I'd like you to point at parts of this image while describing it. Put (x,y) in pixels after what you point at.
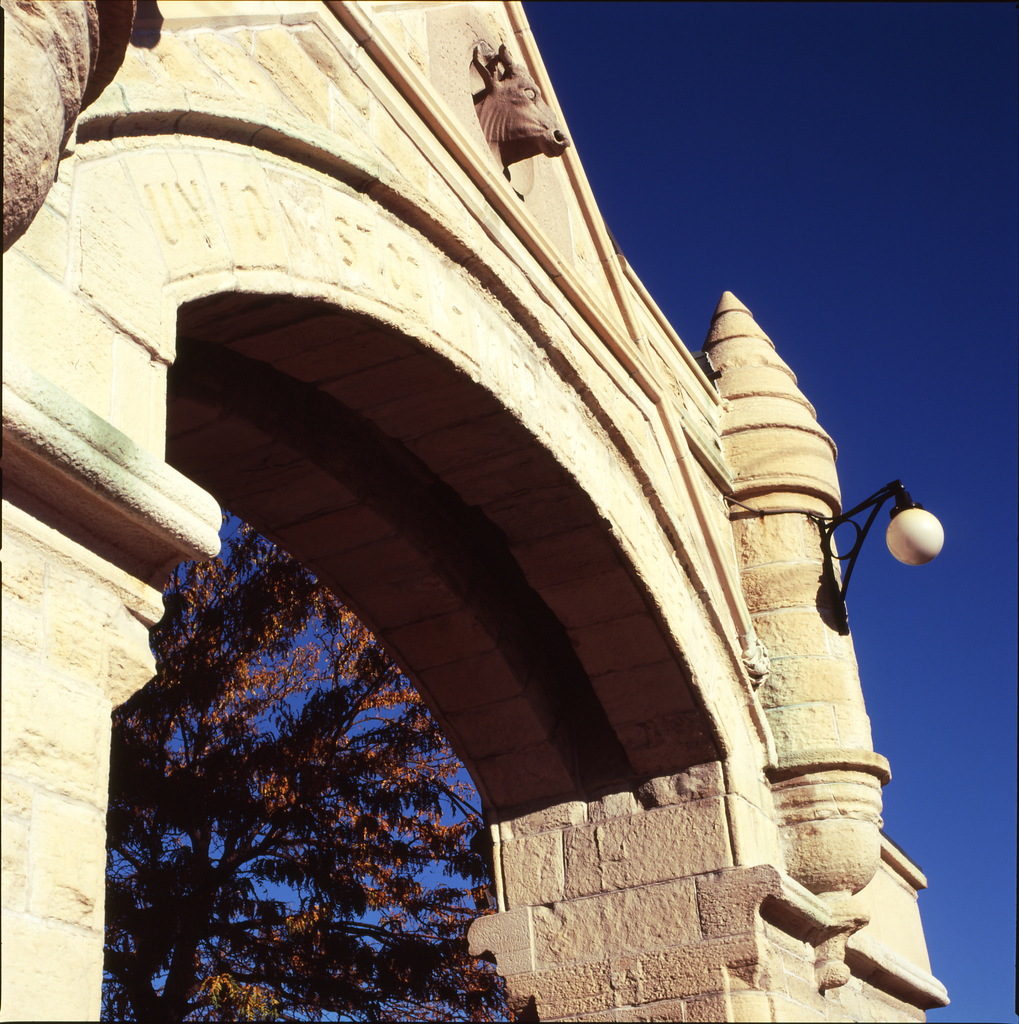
In this picture we can see an arch (438,521), light (825,531), some text (325,222) and the carving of an animal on the wall (561,305). We can see the tree (252,919) and the sky (638,200) in the background (418,840).
